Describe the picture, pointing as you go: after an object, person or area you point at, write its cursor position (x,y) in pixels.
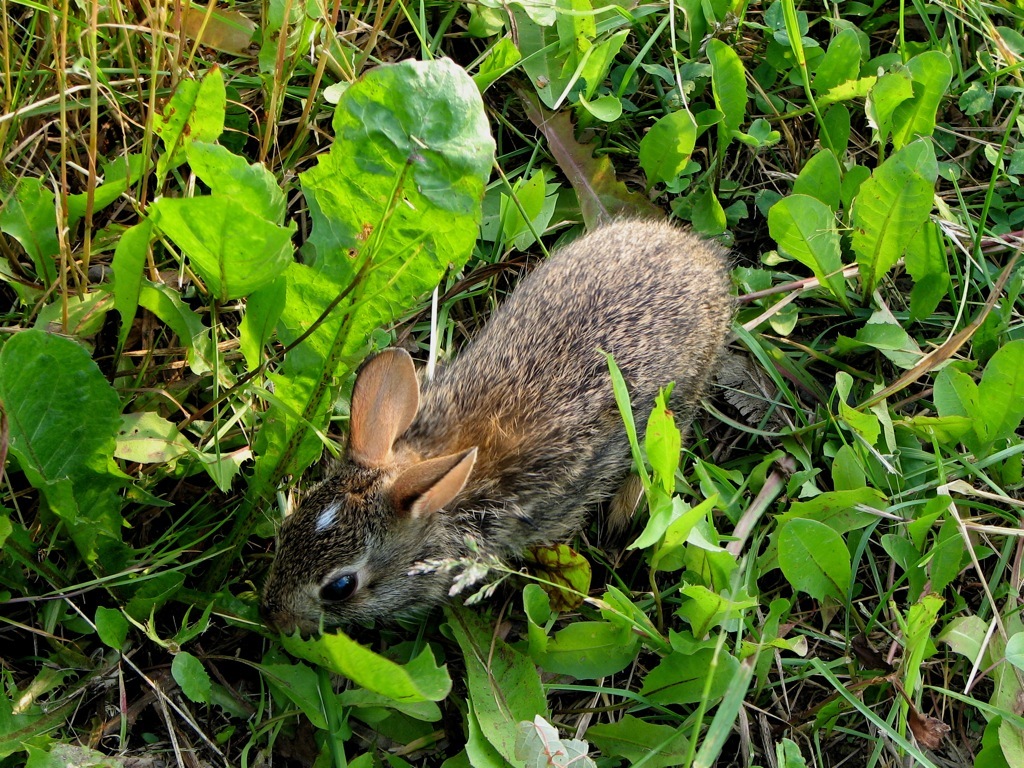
In this image we can see an animal (568,390) on the ground (813,643) and there are few plants (716,654).
